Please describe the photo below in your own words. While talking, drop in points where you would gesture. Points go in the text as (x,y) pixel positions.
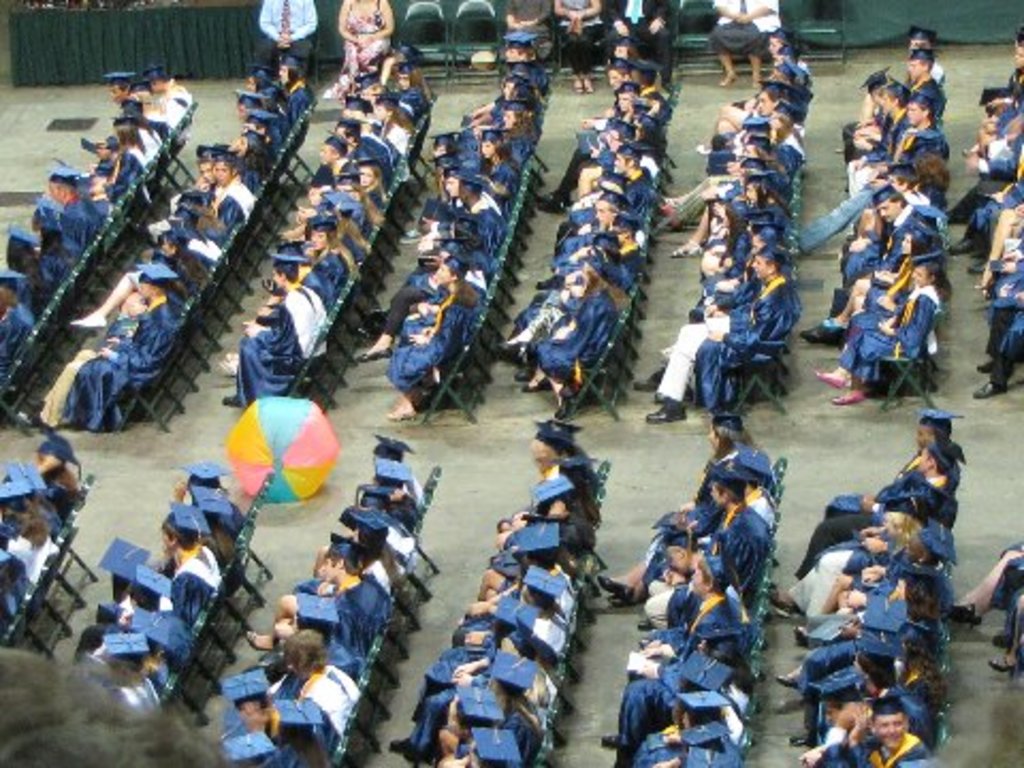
In this image we can see persons (399,315) sitting on the chairs (231,652) on the floor (442,104).
